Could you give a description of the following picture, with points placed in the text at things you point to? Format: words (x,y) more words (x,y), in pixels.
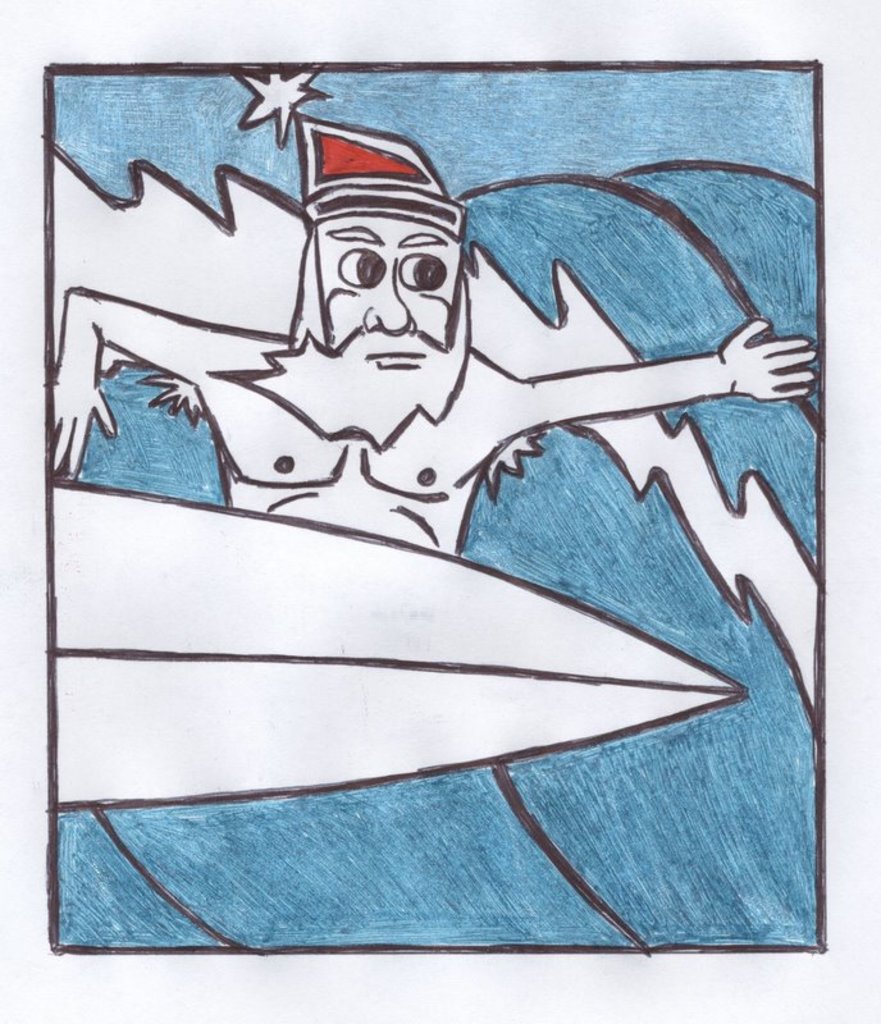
In the picture I can see sketch (320,581) of a person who is surfing.
